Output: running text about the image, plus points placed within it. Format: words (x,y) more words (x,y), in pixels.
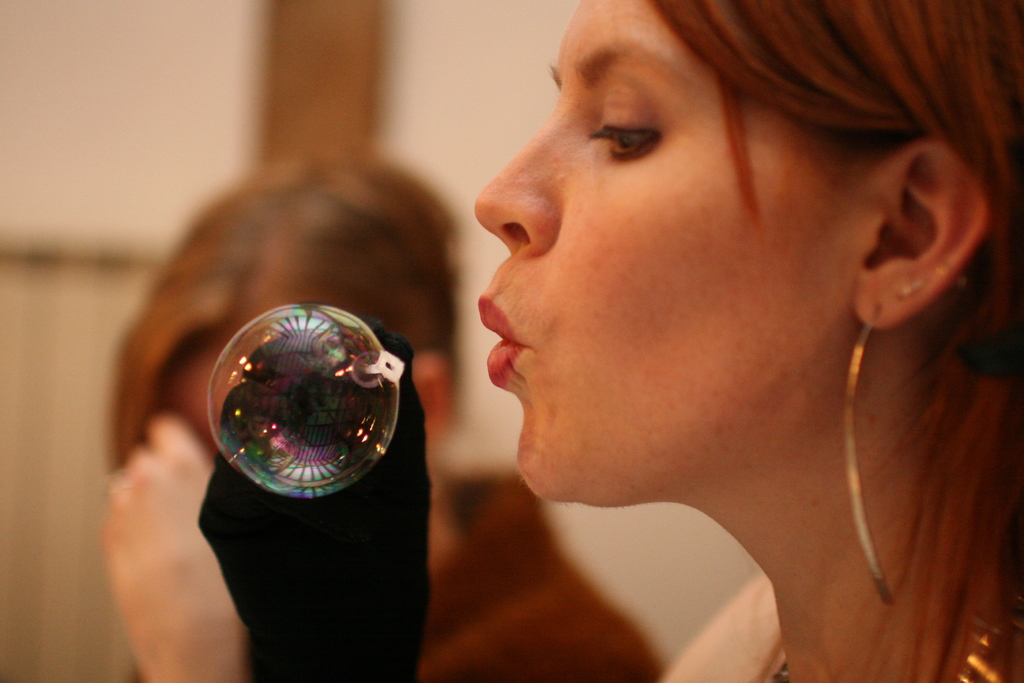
On the right (760,383) there is a woman (790,204) who is wearing earring (885,600) and gloves (407,587). She is holding plastic stick (389,368). Here we can see another woman (571,618) who is wearing brown dress (477,577). She is standing near to the door (294,42).
